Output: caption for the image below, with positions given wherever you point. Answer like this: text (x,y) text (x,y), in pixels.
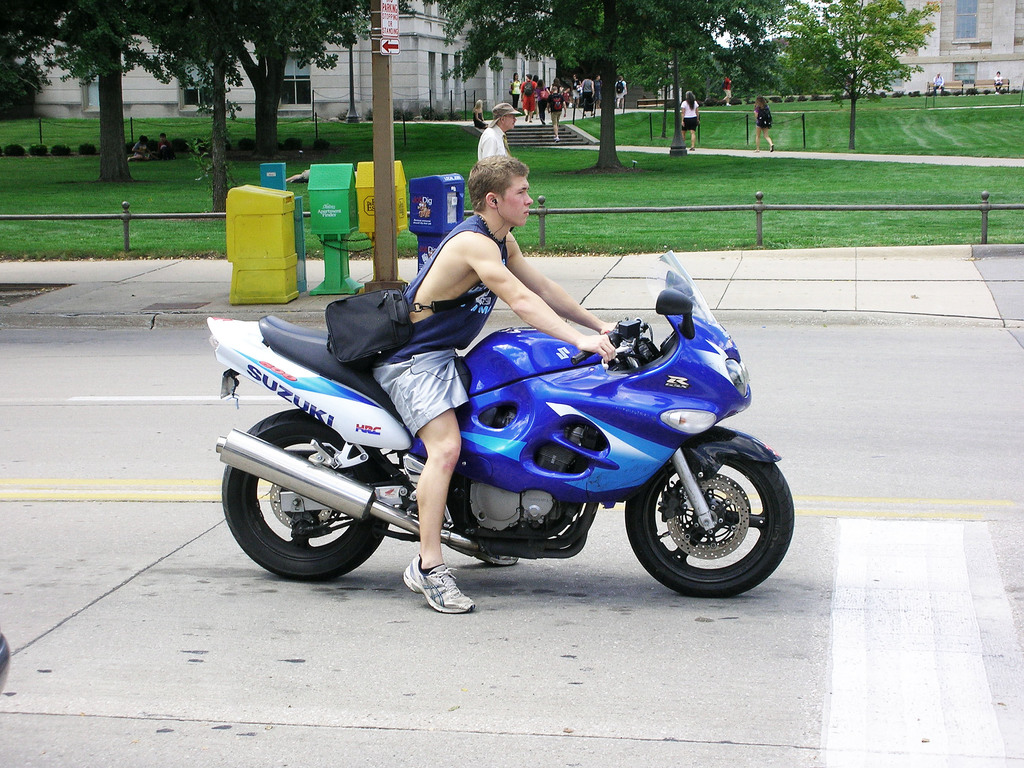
There is a man (439,341) sitting on a bike (327,410) on the road (182,519) holding a bag (358,322) across his shoulders (476,262). In the background (281,242) there some post boxes (333,206) and a pole (386,178). There are some trees (595,62) and buildings (445,64) here.
